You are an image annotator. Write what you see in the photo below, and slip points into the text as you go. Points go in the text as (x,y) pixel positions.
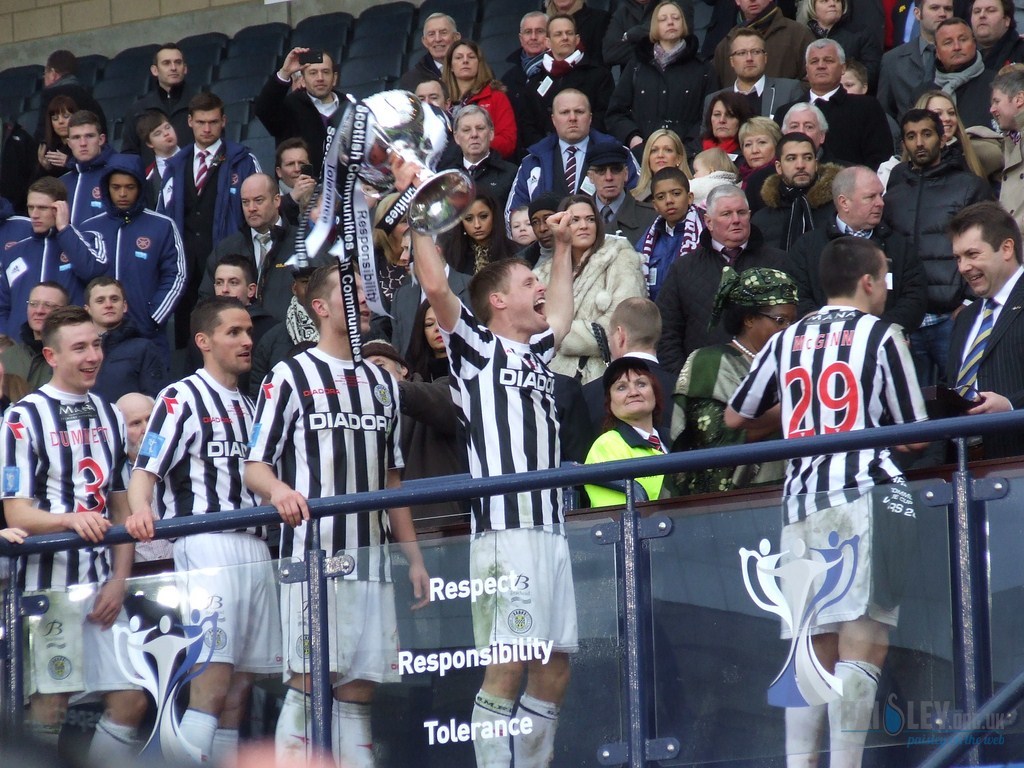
In this image we can see people (832,60) standing in stands (638,266). In the foreground of the image (49,698) there is glass railing (404,588) with some text (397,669) on it. There are people (300,385) wearing black and white color T-shirts (358,390). In the center of the image (479,324) there is a person (453,299) holding a cup (394,111) in his hand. In the background of the image (379,47) there are seats (224,58).
